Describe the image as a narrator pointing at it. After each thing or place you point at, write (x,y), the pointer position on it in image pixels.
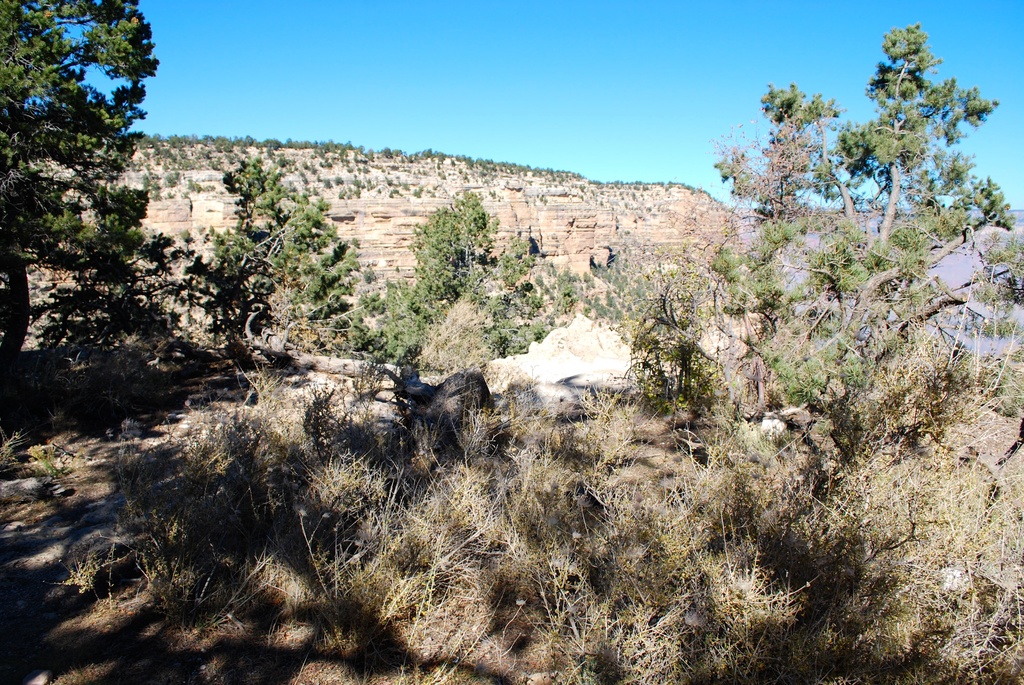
At the bottom of the picture (565,511), we see trees (489,339) and plants (443,464). There are trees (457,295) and hills (610,216) in the background (381,209). At the top of the picture (485,1), we see the sky (596,106), which is blue in color.
